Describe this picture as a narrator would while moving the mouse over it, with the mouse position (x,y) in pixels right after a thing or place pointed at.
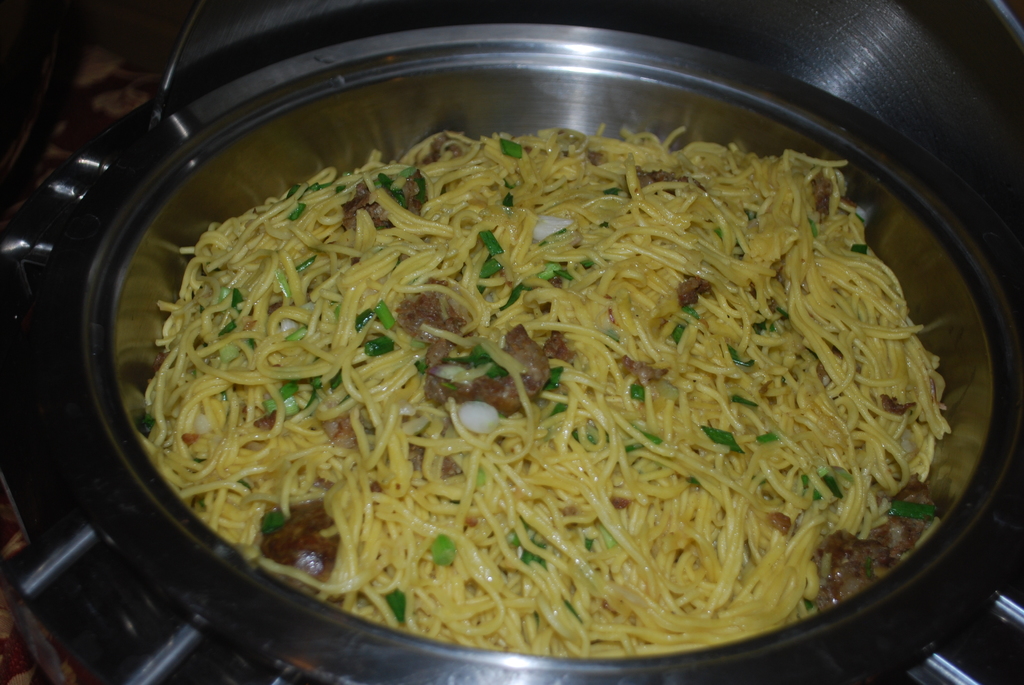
In this picture there is a bowl (979,219) of noodles (671,631) in the center of the image (485,405).
